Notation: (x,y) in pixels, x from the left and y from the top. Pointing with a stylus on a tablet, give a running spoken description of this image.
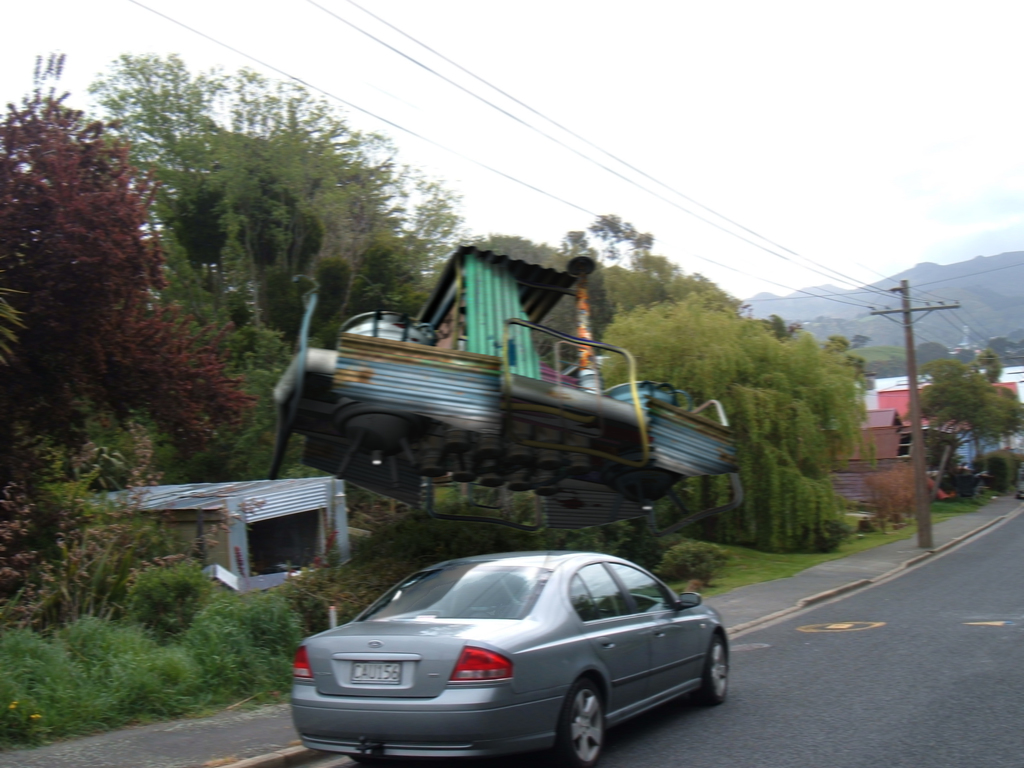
In this image we can see sky (724,134) with clouds (943,199), hills (915,299), electric poles (903,287), electric cables (845,284), buildings (885,450), creepers (826,462), trees (785,485), shrubs (196,655), motor vehicle (525,566) on the road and a shed (248,487).
